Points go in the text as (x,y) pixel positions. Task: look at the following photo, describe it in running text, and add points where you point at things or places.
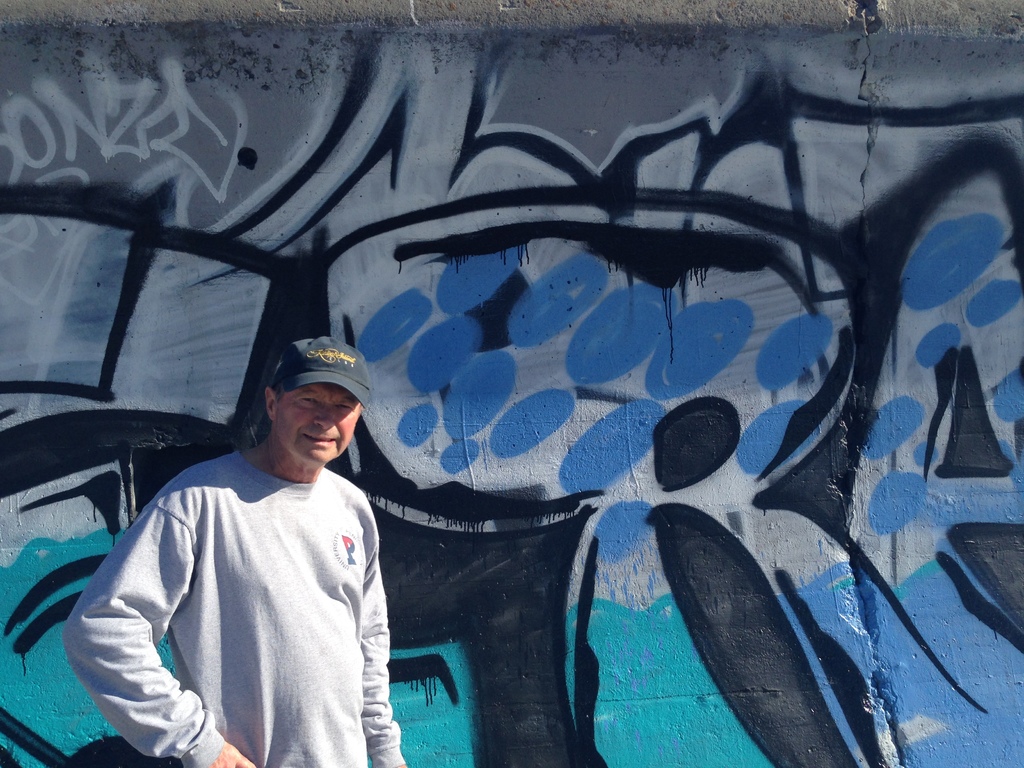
In this picture there is an old man (240,526) wearing a grey color t-shirt (279,536) with cap (333,355) standing and giving pose in the camera. Behind we can see the blue and black color spray painted wall (698,687).
